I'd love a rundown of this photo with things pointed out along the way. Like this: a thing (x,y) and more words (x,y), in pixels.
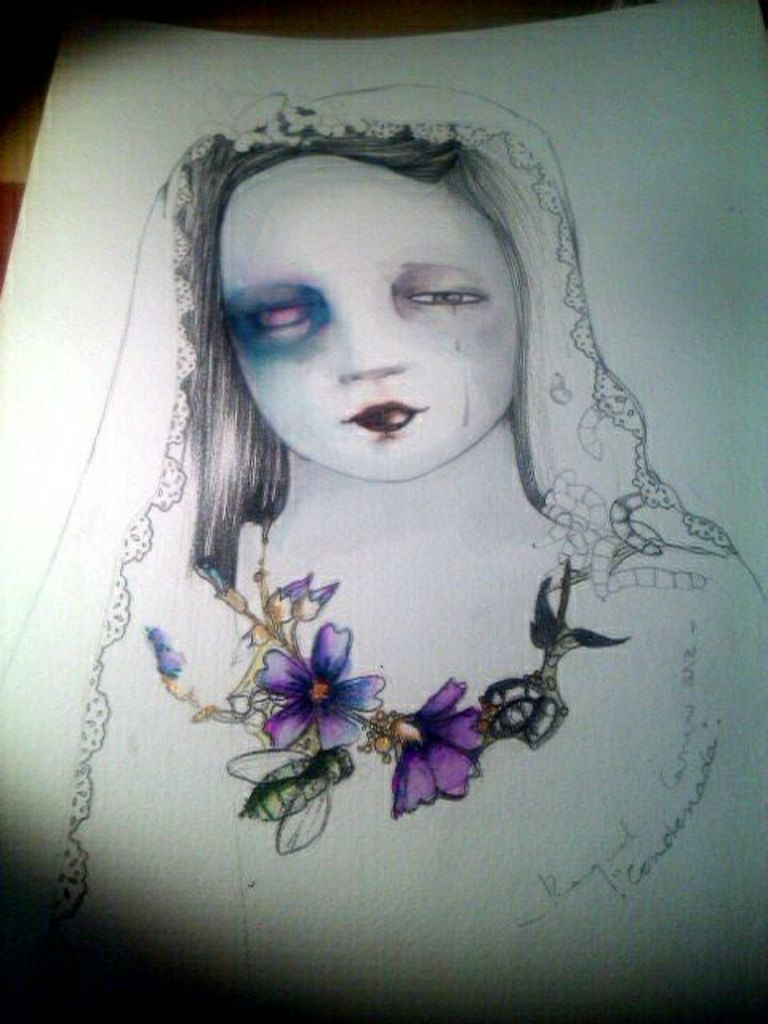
In this picture we can see the pencil sketch (542,190) of a woman (420,289) on a white paper (181,537).
